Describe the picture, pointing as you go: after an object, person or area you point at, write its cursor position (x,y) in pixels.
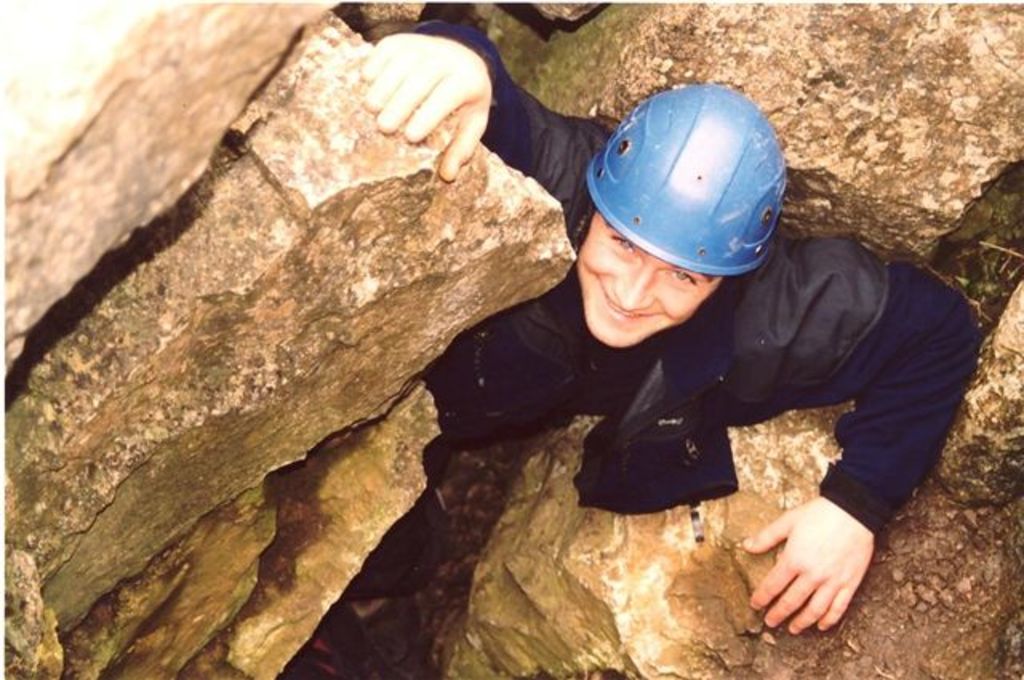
In the image we can see there is a person (694,401) standing and wearing helmet (639,200). There are rock hills (416,313).
